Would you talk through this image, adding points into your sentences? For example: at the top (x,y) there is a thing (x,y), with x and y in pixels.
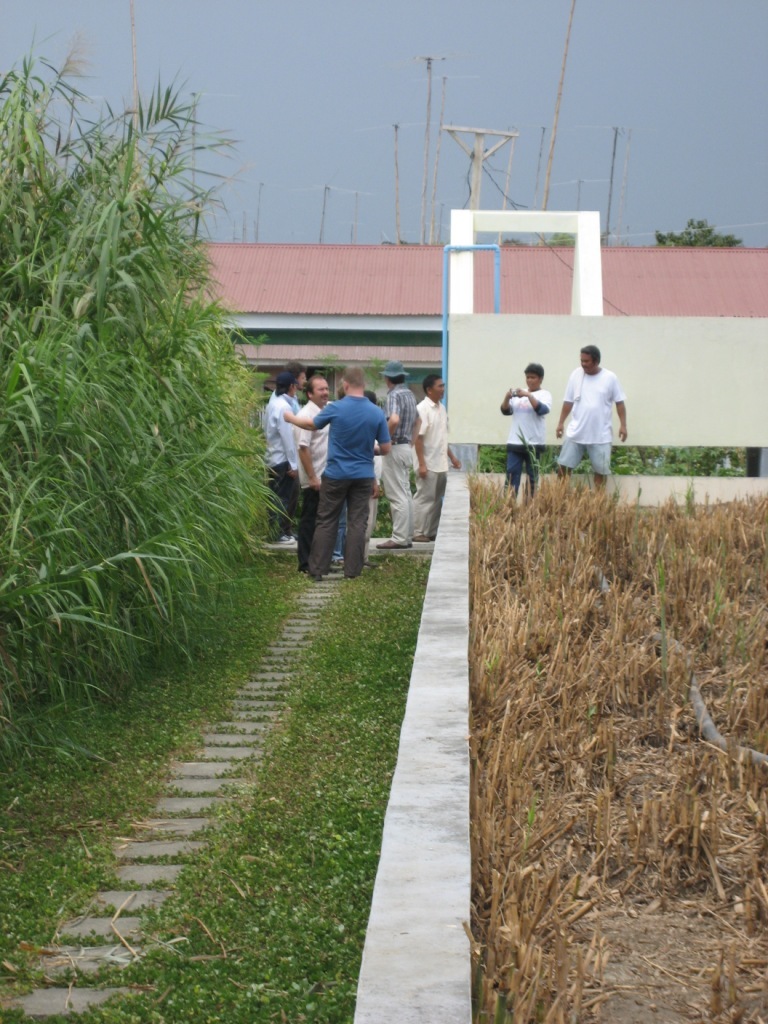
In the foreground of this picture (281,685), there is a path (280,549) to which grass (366,619), plants (119,528), and trees (51,499) on either side to the path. In the background (394,406), there is a crowd (377,412) standing, building (384,263), poles (540,153) and the sky (315,69).
